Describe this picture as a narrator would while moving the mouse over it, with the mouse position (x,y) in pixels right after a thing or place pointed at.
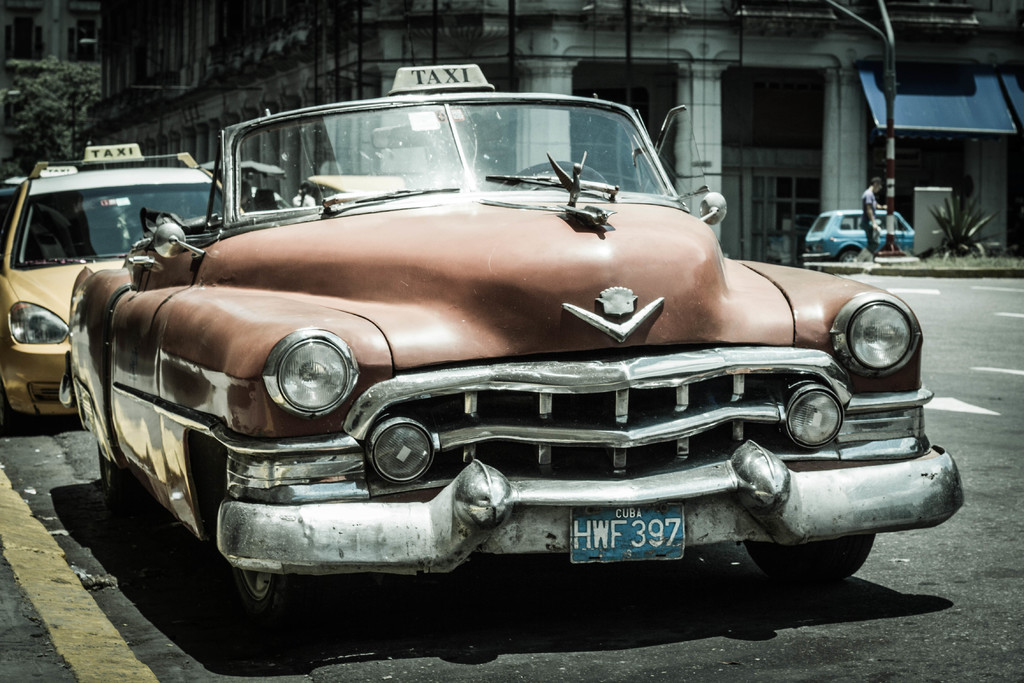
In this image there are cars (416,464) parked on the road (861,629). In the background of the image (978,202) there are plants (986,250), buildings (628,88), trees (78,109).
